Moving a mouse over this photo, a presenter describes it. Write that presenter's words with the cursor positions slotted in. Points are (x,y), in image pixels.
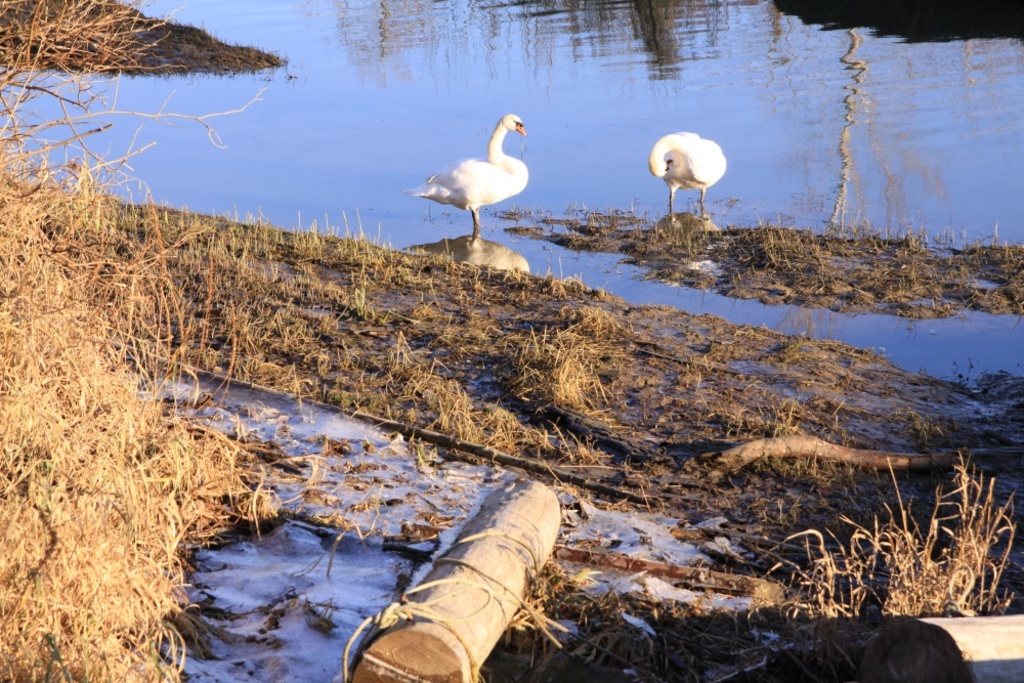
This is an outside view. In this image I can see the water (541,55) and two white color birds (496,184) are standing near the bank (639,234). At the bottom of the image (684,535) I can see the grass (81,507) and some sticks (485,572).
